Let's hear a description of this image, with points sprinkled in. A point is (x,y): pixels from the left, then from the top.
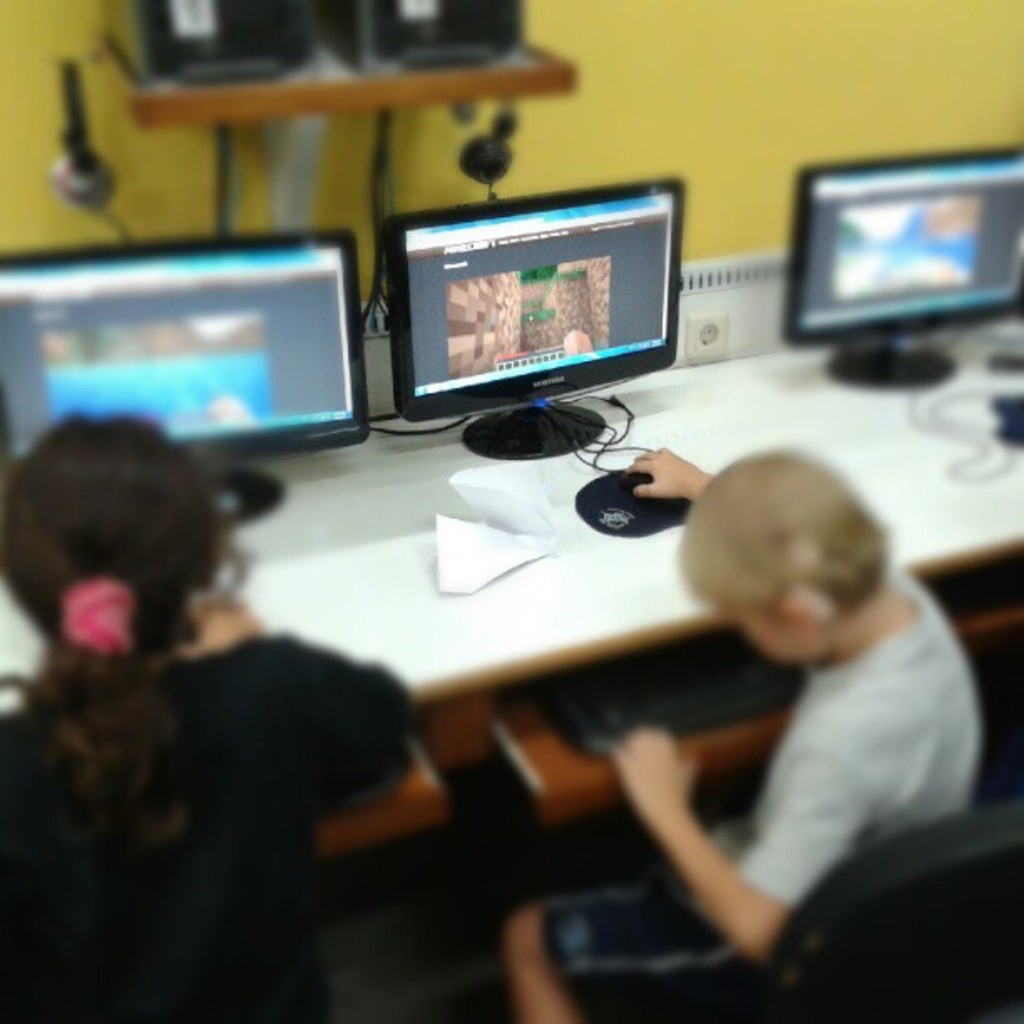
There are two children (571,958) sitting on the chairs (938,971). This is a table (571,743). On the table (447,471) there are monitors (645,343), paper (511,562), mouse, and keyboards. There is a yellow color background (595,73).
